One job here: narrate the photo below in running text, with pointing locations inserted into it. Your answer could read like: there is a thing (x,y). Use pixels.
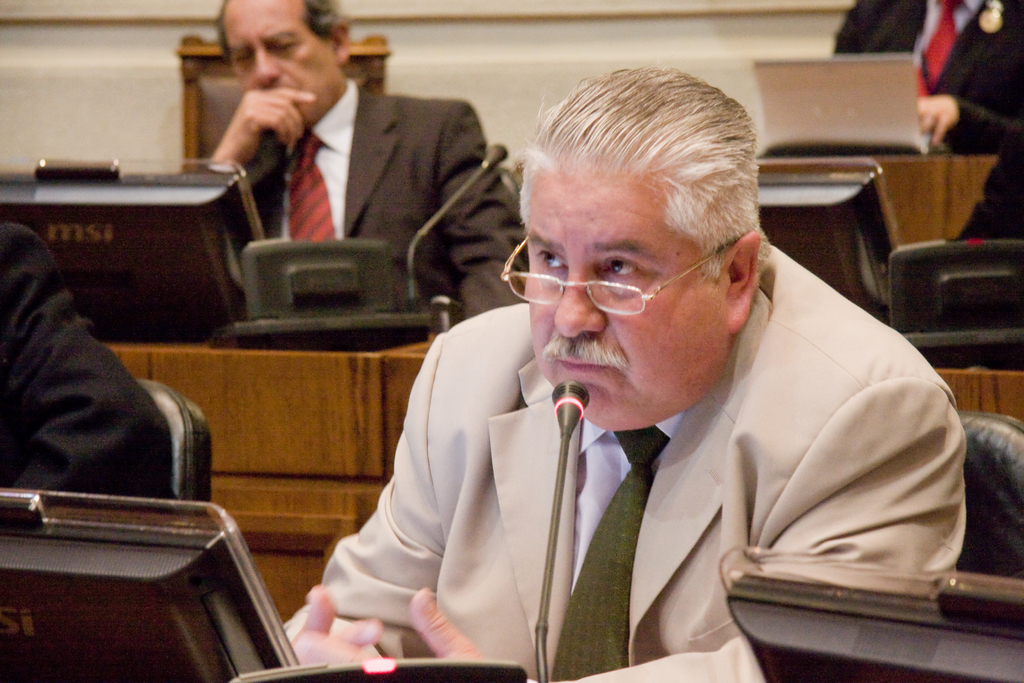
In this picture I can see a man (697,488) in the middle (619,244), he is wearing a tie (626,505), a shirt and a coat (735,465). On the left side (71,305) there is another person (492,201), there is a microphone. In the top right hand side (871,91) I can see a laptop (872,125).
